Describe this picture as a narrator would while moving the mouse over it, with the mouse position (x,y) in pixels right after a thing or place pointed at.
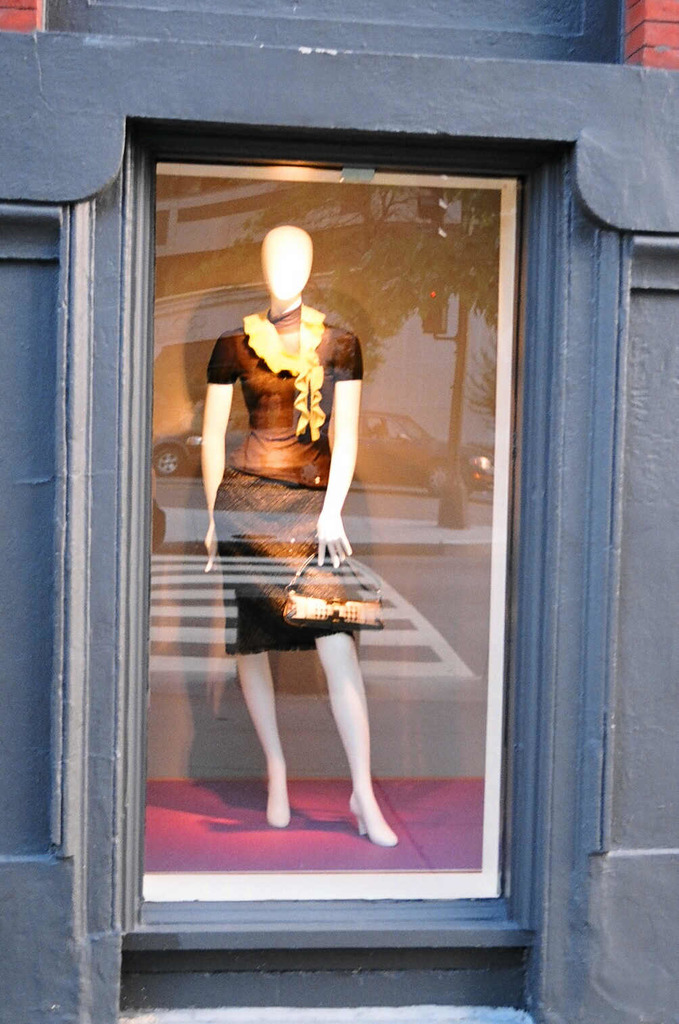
In this picture we can describe about statue (291,490) wearing a black color dress (307,452) and skirt (293,524) is standing in the mirror box (190,192).
